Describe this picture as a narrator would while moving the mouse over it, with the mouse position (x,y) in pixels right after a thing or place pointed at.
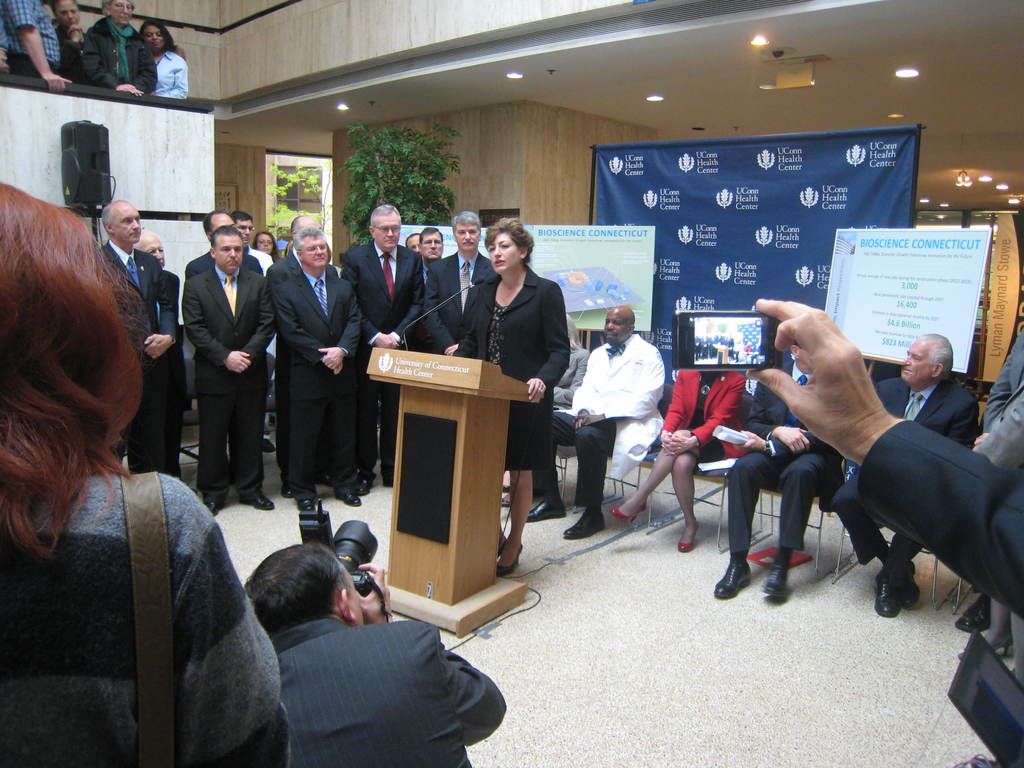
The image is taken during a meeting. In the foreground of the picture (466,369) we can see people (355,321), mobile (714,369), camera (322,540), podium (468,407), mic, cable (599,543), chairs (705,468) and other objects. In the middle of the picture (674,304) there are banners (745,229), houseplant (384,160), speaker (99,170) and other objects (600,264). At the top (607,79) we can see light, ceiling (674,59), wall (243,49) and people (106,62).
